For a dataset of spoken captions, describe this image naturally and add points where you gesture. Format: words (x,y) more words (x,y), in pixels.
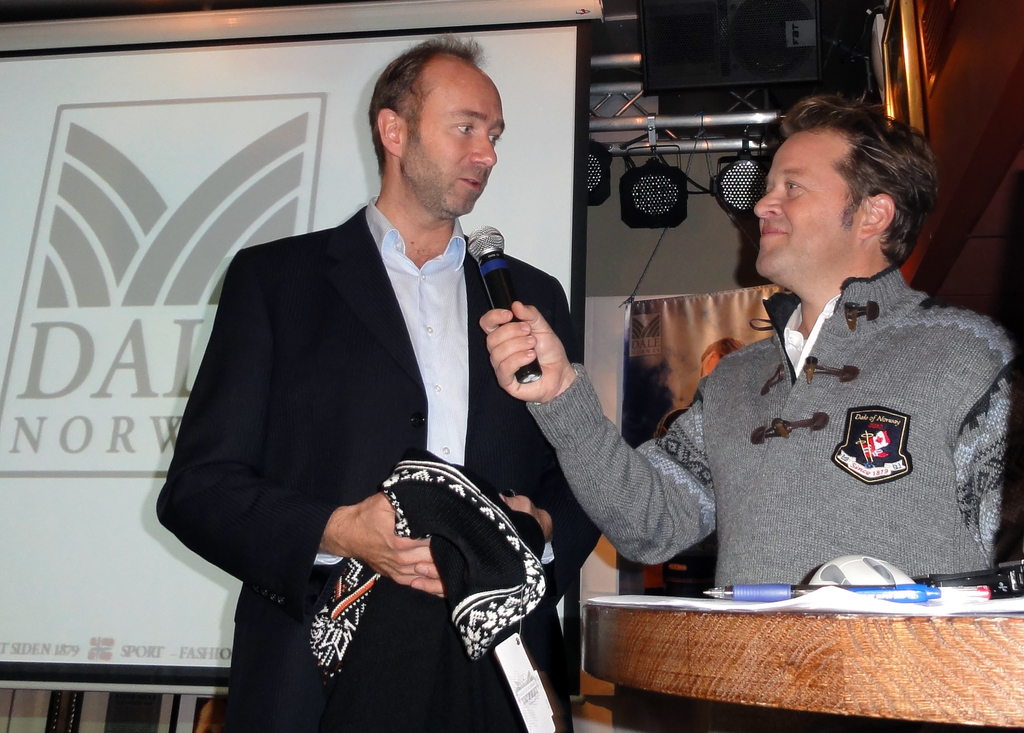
In this image, we can see a person (929,328) wearing clothes (744,429) and holding a mic (501,298) with his hand (511,323). There is an another person (315,334) standing in front of the screen (128,275) and holding some cloth (463,510) with his hands (404,557). There are lights (630,215) and speaker (729,82) in the top right of the image (731,38). There is a pen (884,588) on the paper (870,609) which is in the bottom right of the image (881,601).
